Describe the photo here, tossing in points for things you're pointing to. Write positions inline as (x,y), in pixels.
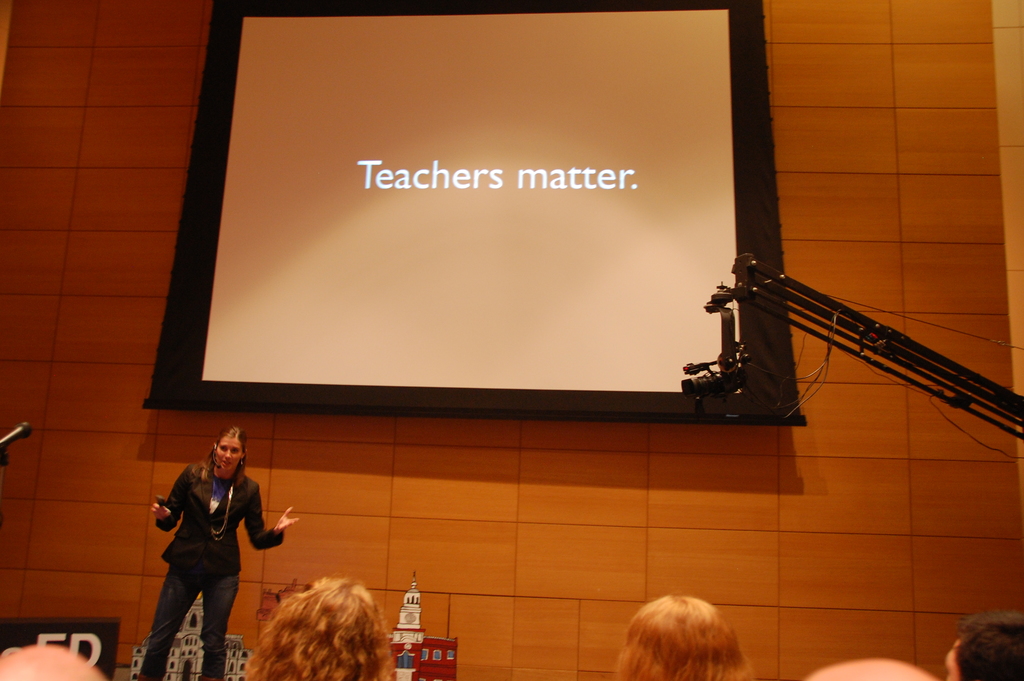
In this picture I can see few persons heads (369,610) in front (1009,637) and in the middle of this picture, I can see a woman (228,535) standing and holding a thing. On the top side of this picture (270,92) I can see a projector screen (476,160) and I see something is written on it. On the right side of this picture (806,304) I can see an equipment (730,342) and in the background (172,232) I can see the wall (804,450).
